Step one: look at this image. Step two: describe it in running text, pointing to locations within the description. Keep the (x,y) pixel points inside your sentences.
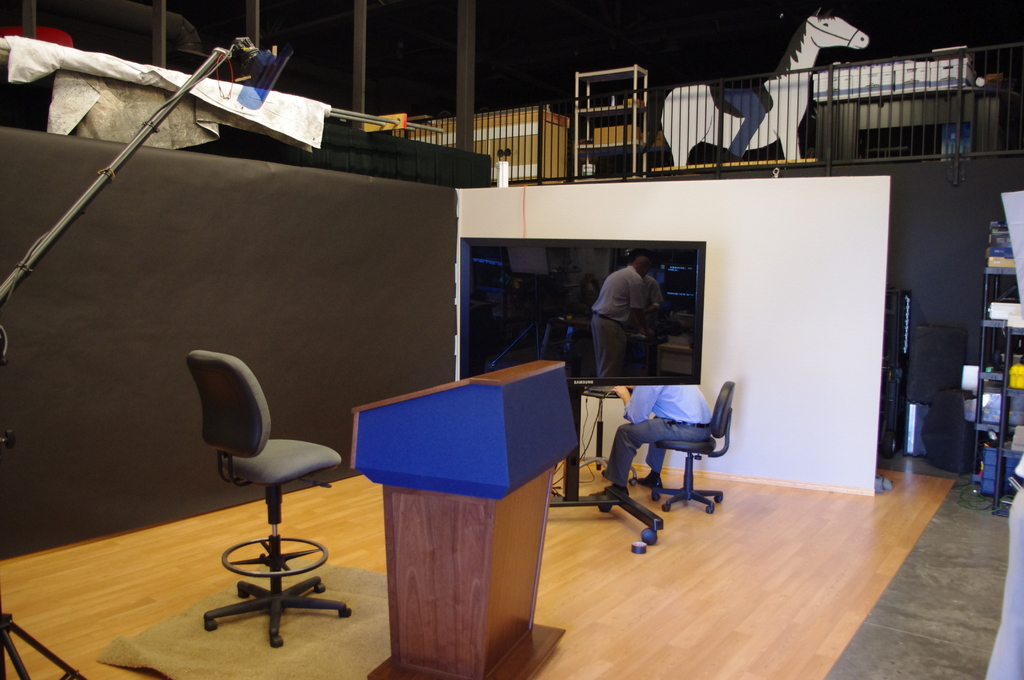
In this picture, there is a chair (276,443). There is a carpet (261,642) on the floor (354,544). There is a wooden podium (487,524). There is a plasma TV (588,305) and a person (676,415) is sitting on the chair (698,446). There is a sheet (126,99). There is a rack (594,114) on the top middle (622,125). There is a horse (763,103).
